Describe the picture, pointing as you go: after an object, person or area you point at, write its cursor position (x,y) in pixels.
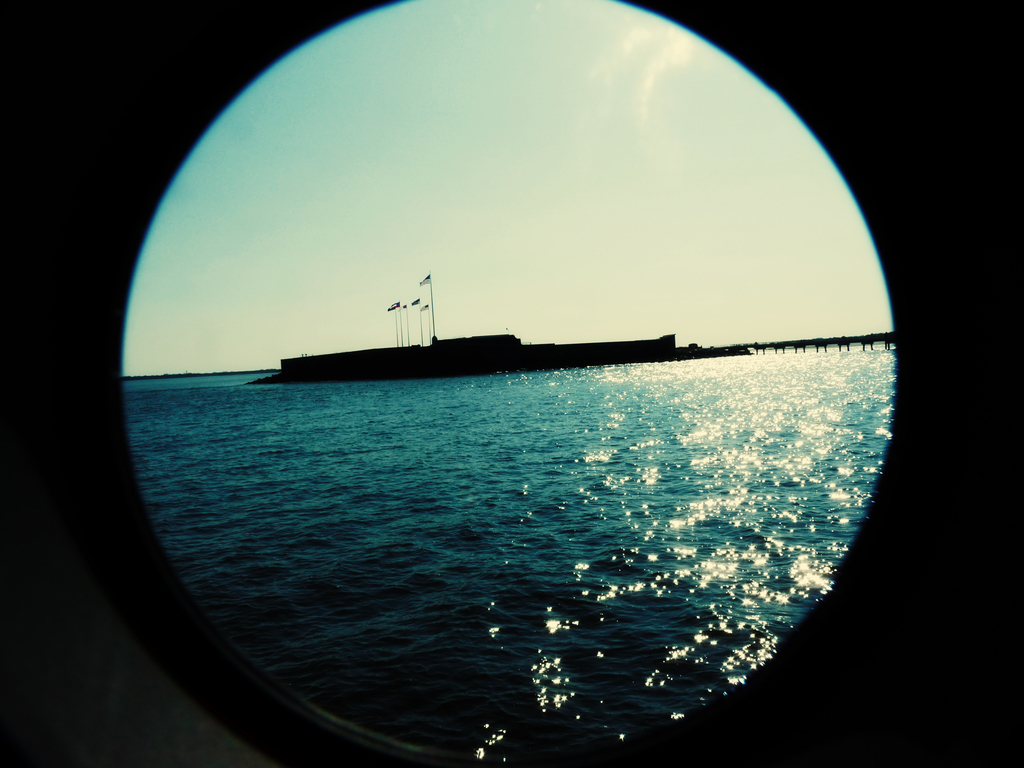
In this image I can see the water (455,560) through the window (314,490). In the water (502,419) I can see the black color object (526,344). And in the background (516,269) I can see the sky (500,170).
